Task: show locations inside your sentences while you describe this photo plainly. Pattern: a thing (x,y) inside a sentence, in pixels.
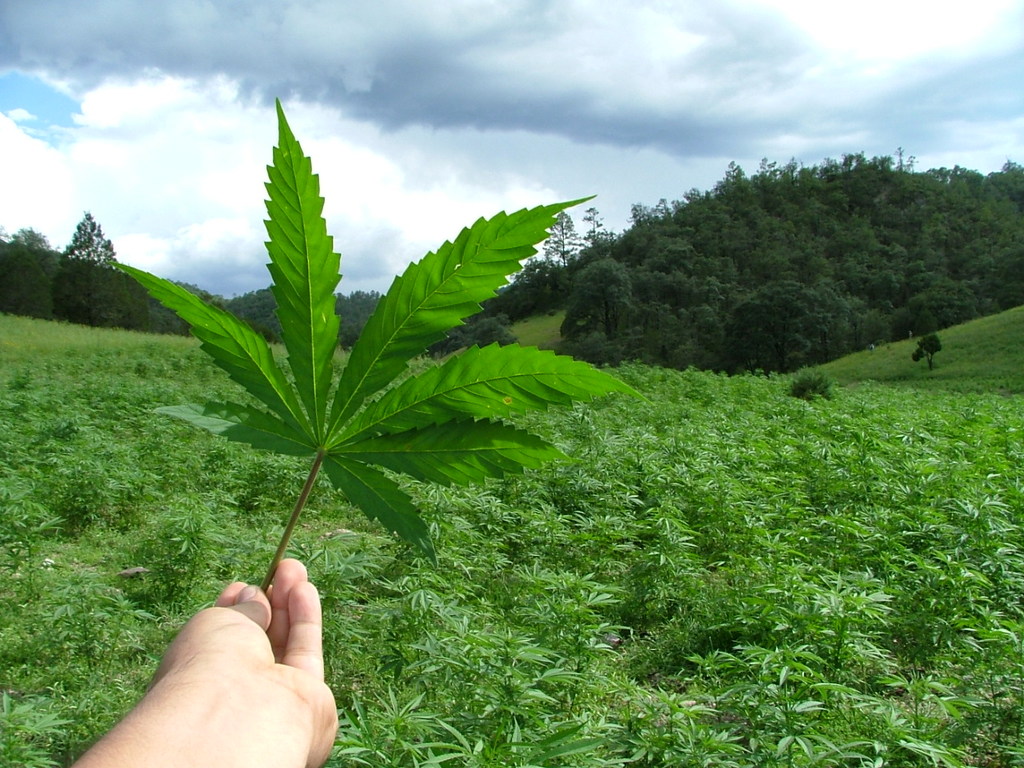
In the picture I can see a plant (373,503) in a person's hand (287,592). In the background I can see the sky (351,242).
